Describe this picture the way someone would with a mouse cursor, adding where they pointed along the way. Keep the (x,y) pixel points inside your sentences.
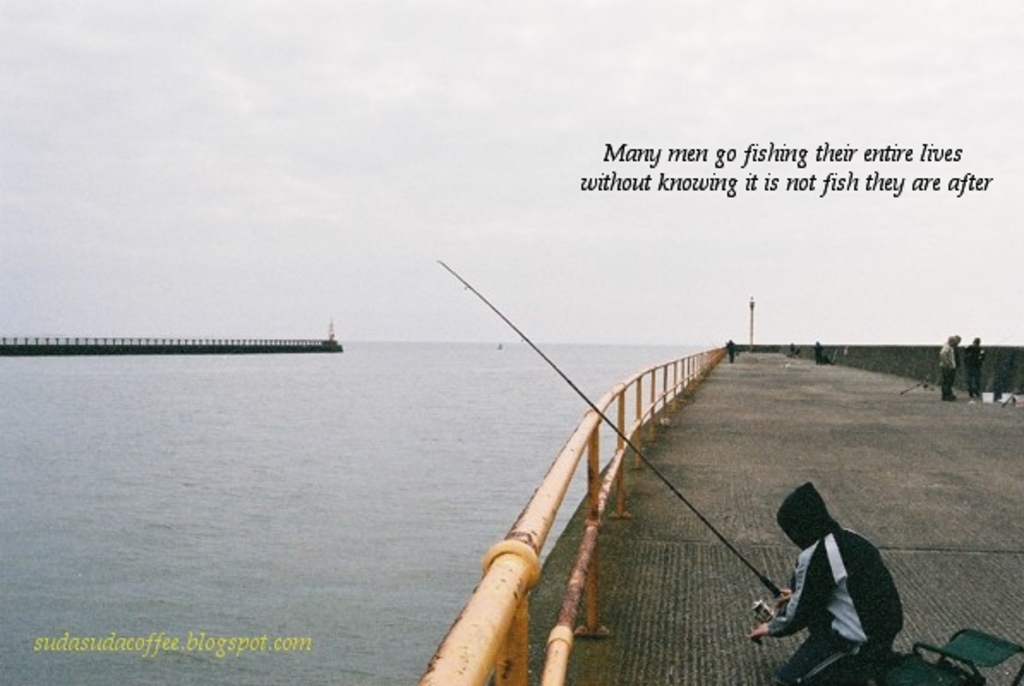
On the right side (880,604) a man (850,614) is there, he is fishing. On the left side (299,528) this is water (342,463), at the top (467,152) it's a cloudy sky (470,159).
